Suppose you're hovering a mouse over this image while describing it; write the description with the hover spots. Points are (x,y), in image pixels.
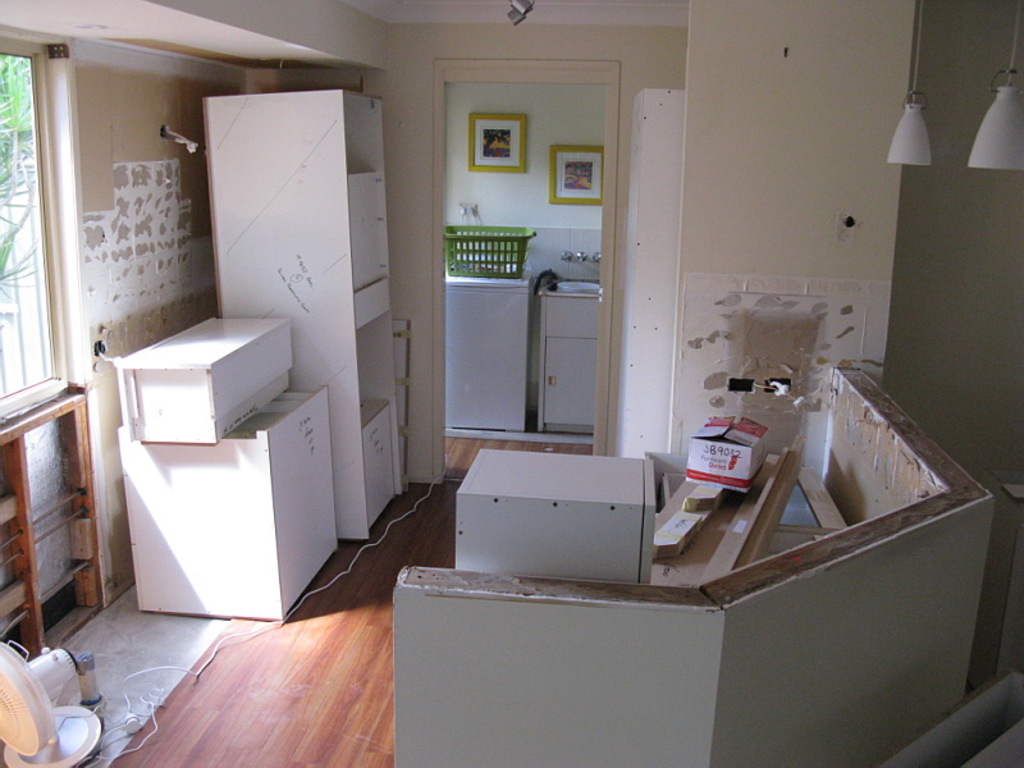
In this image we can see the inner view of a room (760,416). In the room (791,492) there are cupboards (368,288), wall hangings (509,138) attached to the wall (564,111), electric lights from the top, floor (292,654), table fan (49,665), windows (33,277), plants (3,124), sink (573,285), taps (582,252), basket (506,258) and a cardboard carton (709,420).
